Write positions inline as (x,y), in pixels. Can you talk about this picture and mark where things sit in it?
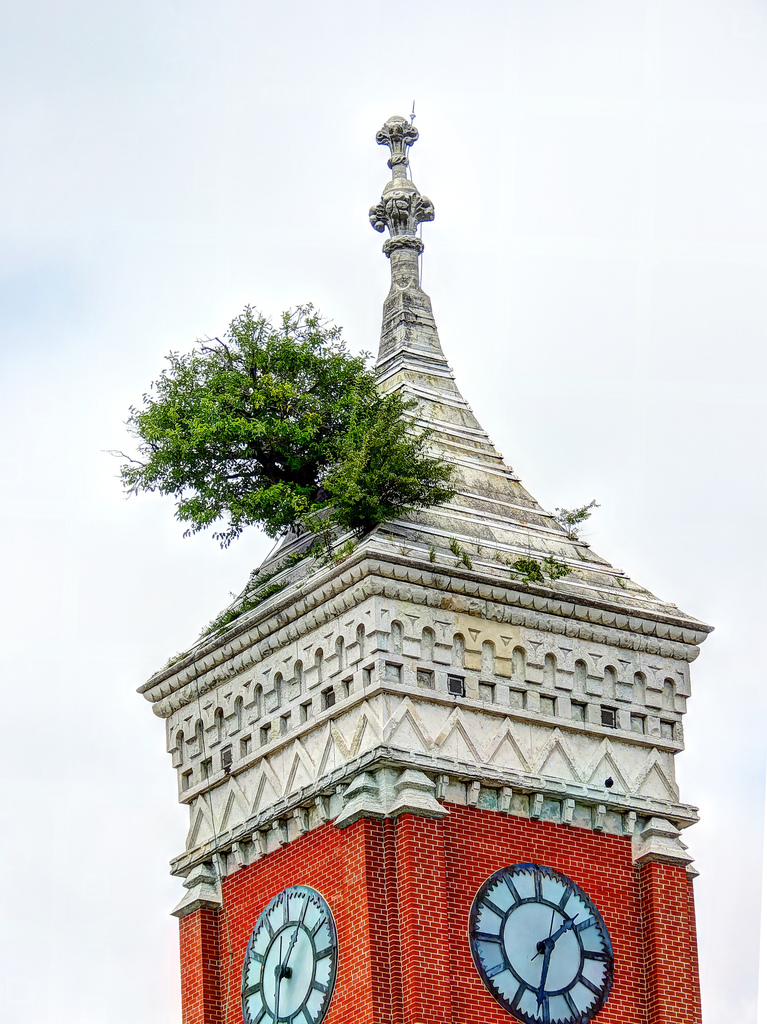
In this image we can see a clock tower (420,608) with a plant (357,452). In the background of the image (521,287) there is sky (143,218).
